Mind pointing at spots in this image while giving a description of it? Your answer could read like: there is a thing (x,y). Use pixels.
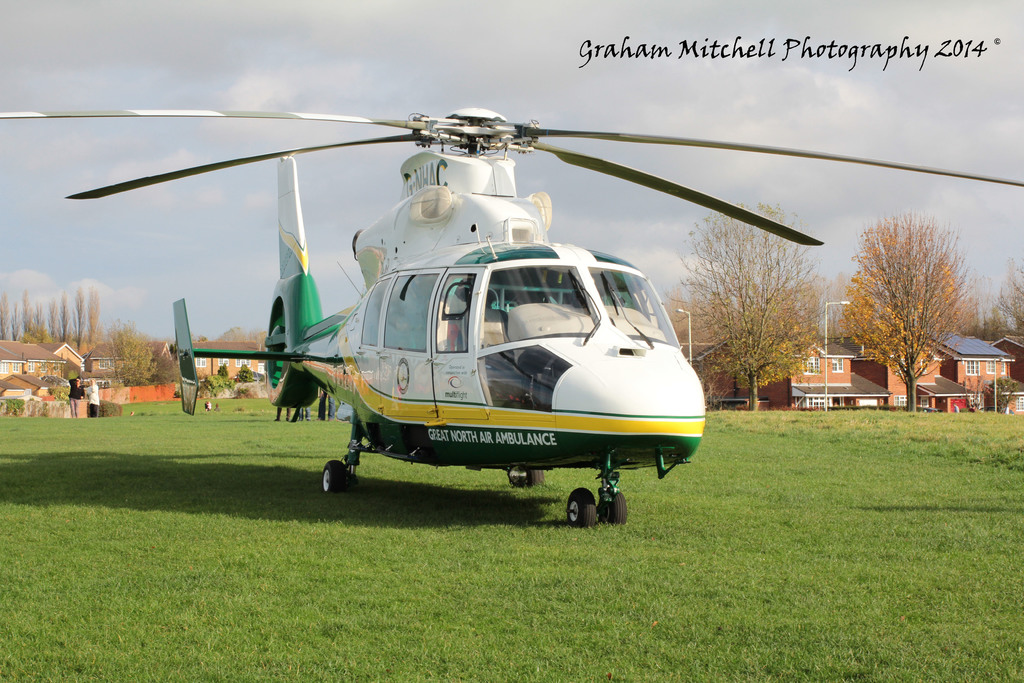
In this image we can see a helicopter (432,373) is on the surface (386,573) of green land (547,555), behind buildings (844,402) and trees (120,358) are present. The sky (204,91) is full of cloud (159,56).
